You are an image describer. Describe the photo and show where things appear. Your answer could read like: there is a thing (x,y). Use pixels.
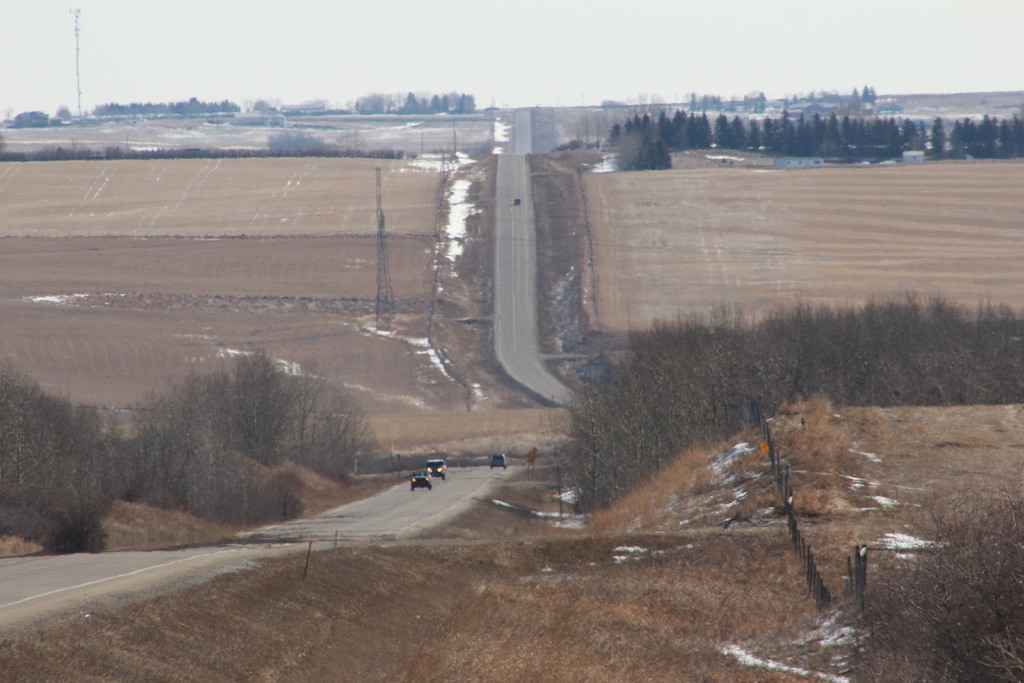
In the center of the image (534,296) we can see some cars (439,469), road (527,302), tower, ground (428,381), trees (279,407) are there. At the top of the image (447,82) sky (469,57) is there.
